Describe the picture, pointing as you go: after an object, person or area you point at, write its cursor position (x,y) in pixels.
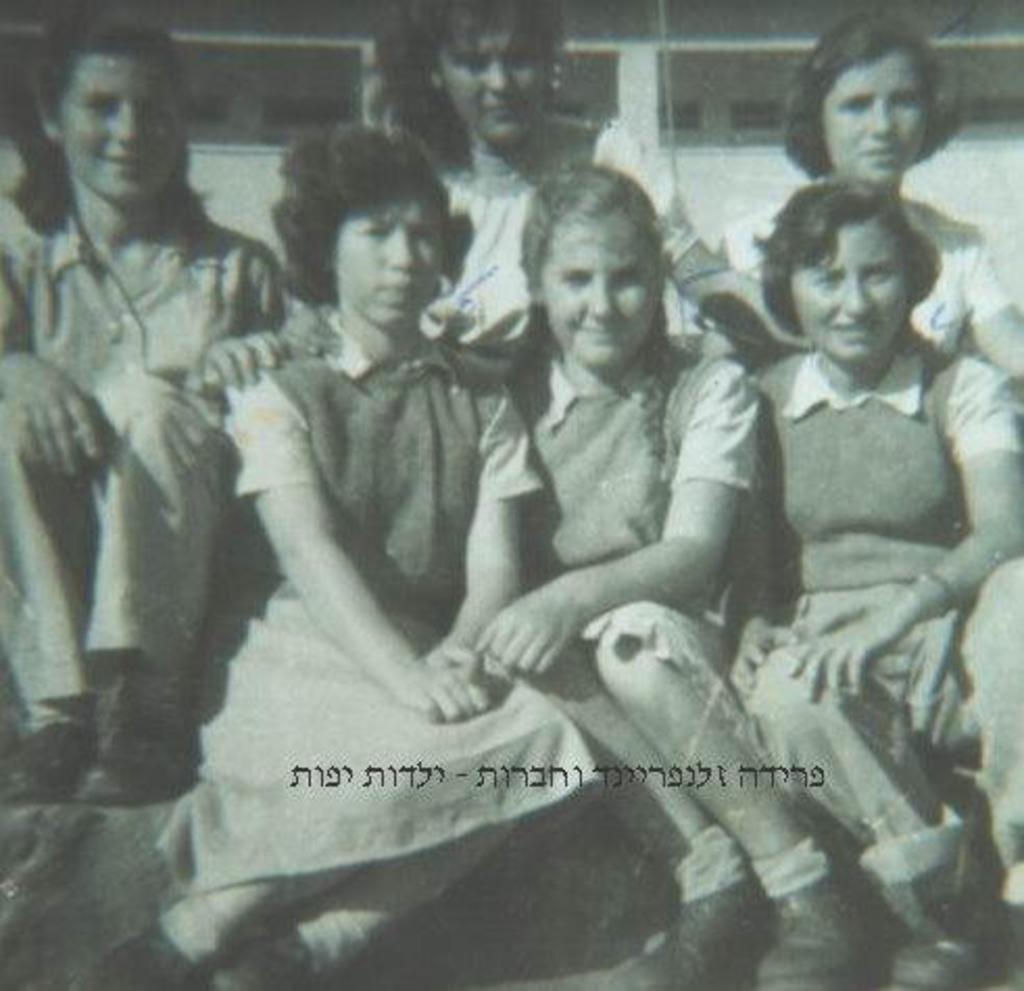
In this image there are some girls (491,566) who are sitting, in the background (674,69) there is a building (745,104).
